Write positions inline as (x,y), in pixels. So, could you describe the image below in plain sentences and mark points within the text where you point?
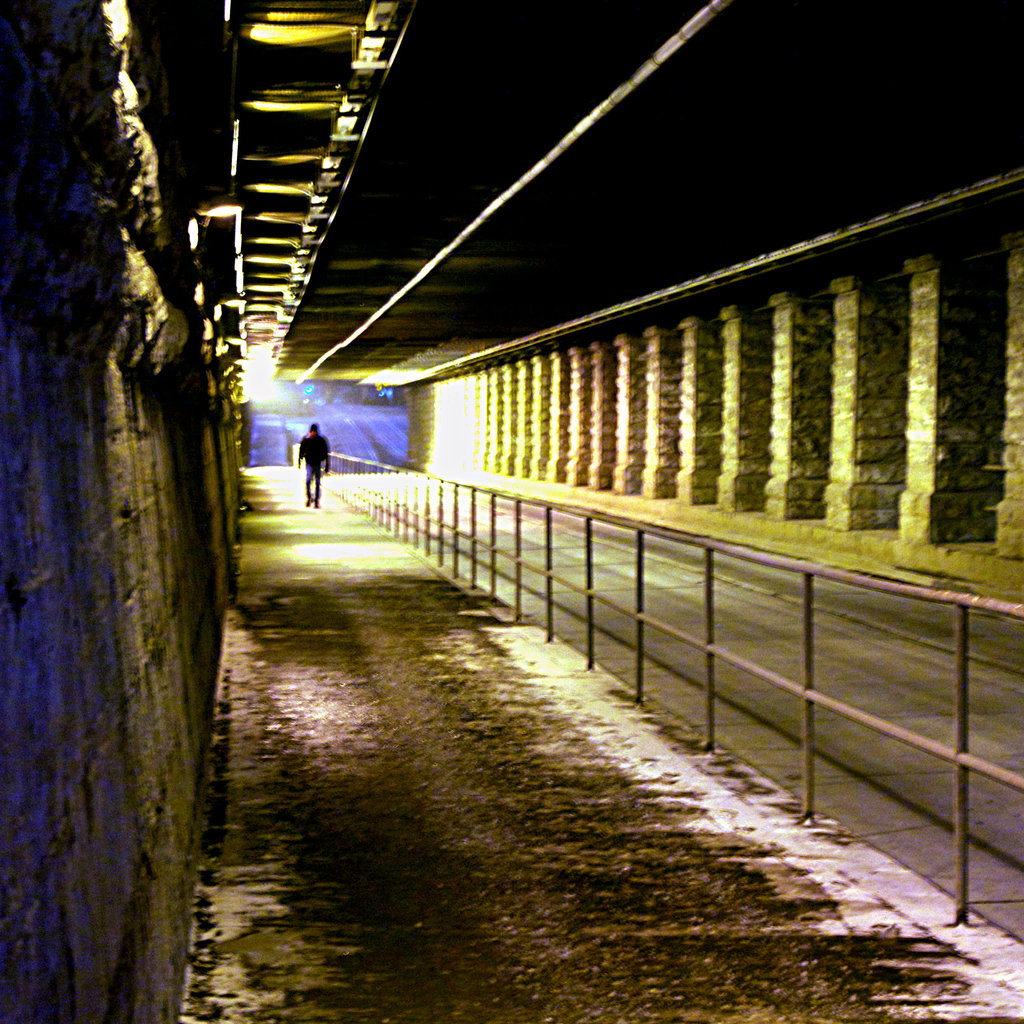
This image is taken during night time. There is a person (308,461) walking on the path (331,632). Beside the person (310,482) there is a fence (520,565). On both sides of the image there is a constructed wall (720,464). At the top (567,228) there is roof (464,124).
